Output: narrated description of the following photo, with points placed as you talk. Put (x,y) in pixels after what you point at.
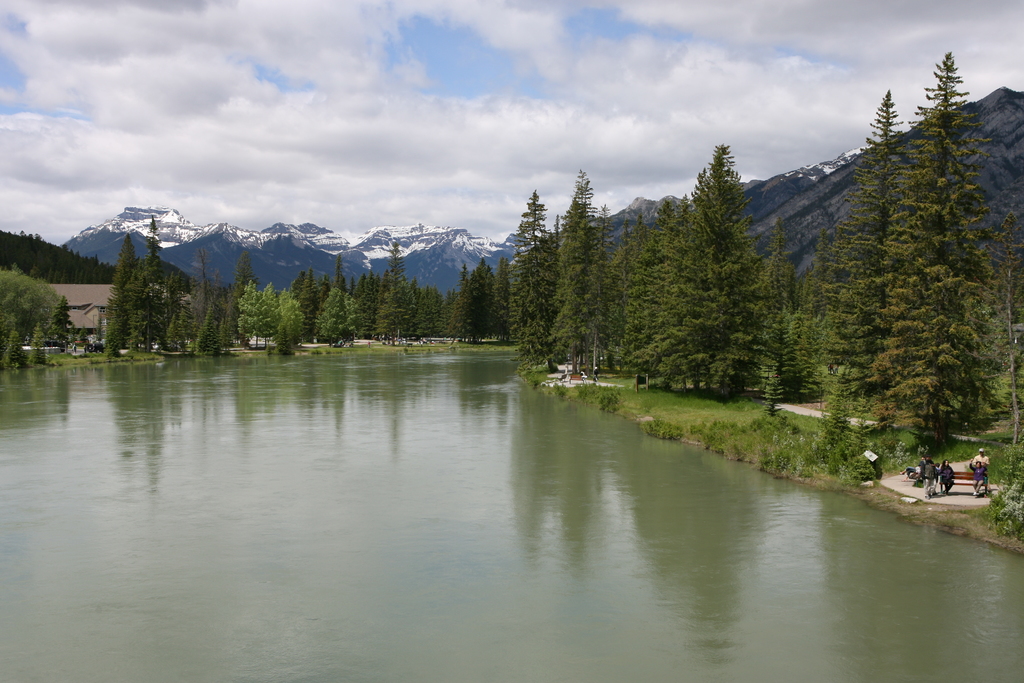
At the bottom of the image (429,456) there is water (411,456) and few people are standing. In the middle of the image (678,353) there are some trees (959,360) and hills (1015,210) and buildings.
